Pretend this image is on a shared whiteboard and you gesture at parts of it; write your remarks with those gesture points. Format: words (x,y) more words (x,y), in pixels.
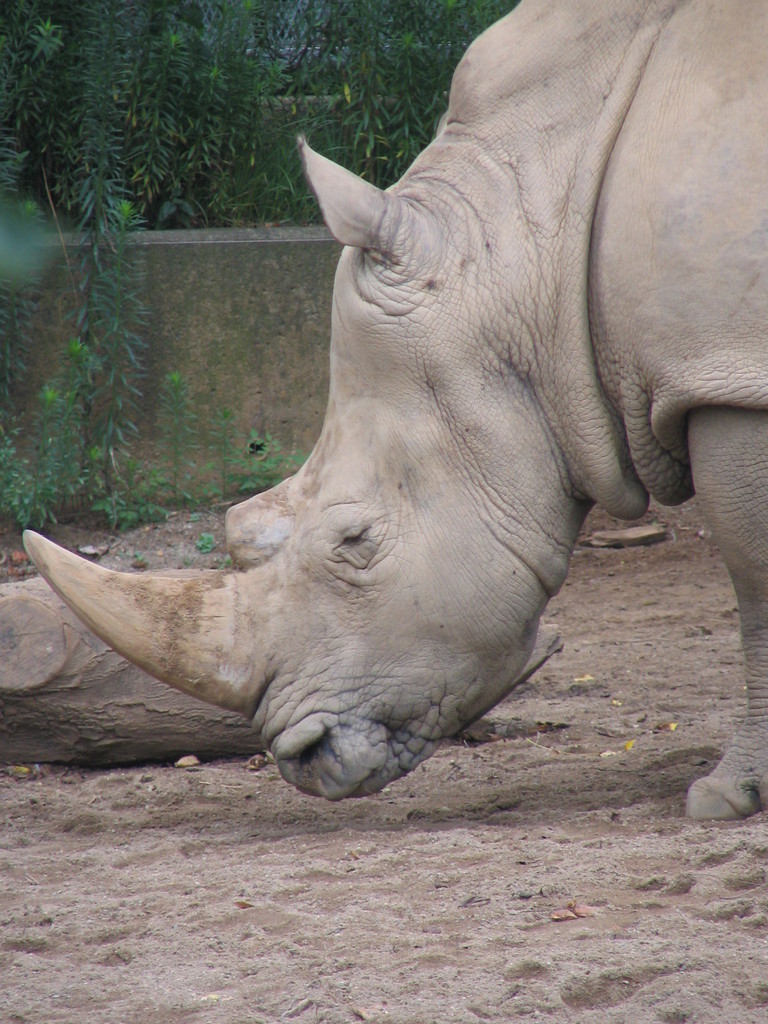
In this picture we can see a rhinoceros (574,380) on the right side (556,401), at the bottom (342,907) there is soil (213,917), we can see wood (162,693) in the middle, in the background (424,29) there are some plants (191,100).
